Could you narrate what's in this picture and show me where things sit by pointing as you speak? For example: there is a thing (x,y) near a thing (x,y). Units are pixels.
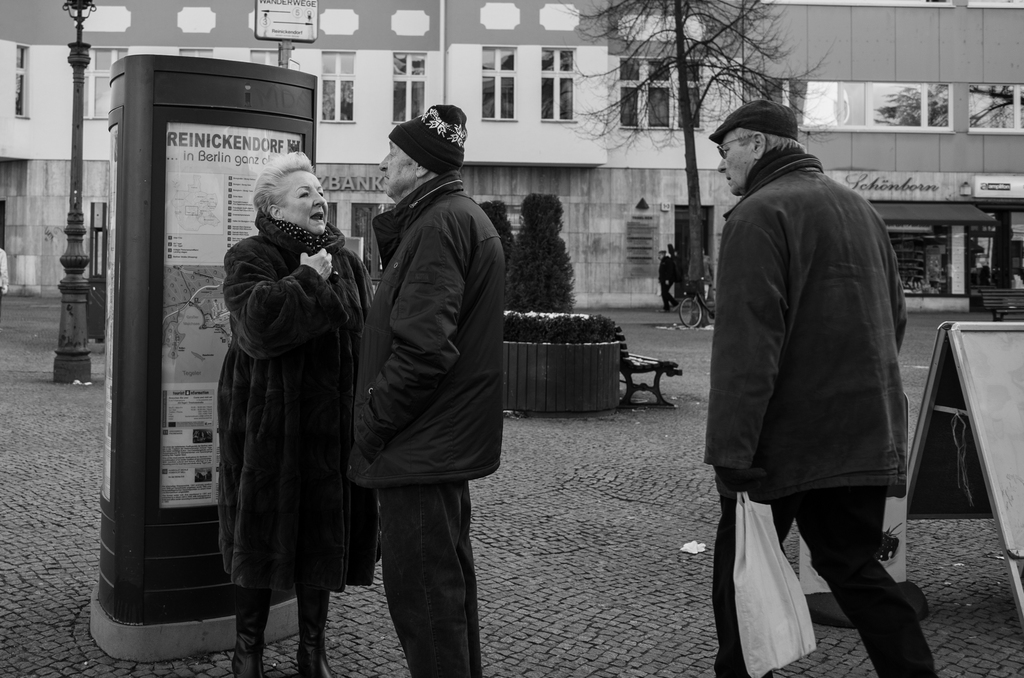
In this image there is a couple (366,318) standing and talking with each other, behind them there is a person (729,415) walking by carrying a bag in his hand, behind the woman (268,272) there is a display board (187,141), in the background of the image (537,250) there are bushes (543,263), lamp posts (76,213), trees (624,99) and a building (717,110).
